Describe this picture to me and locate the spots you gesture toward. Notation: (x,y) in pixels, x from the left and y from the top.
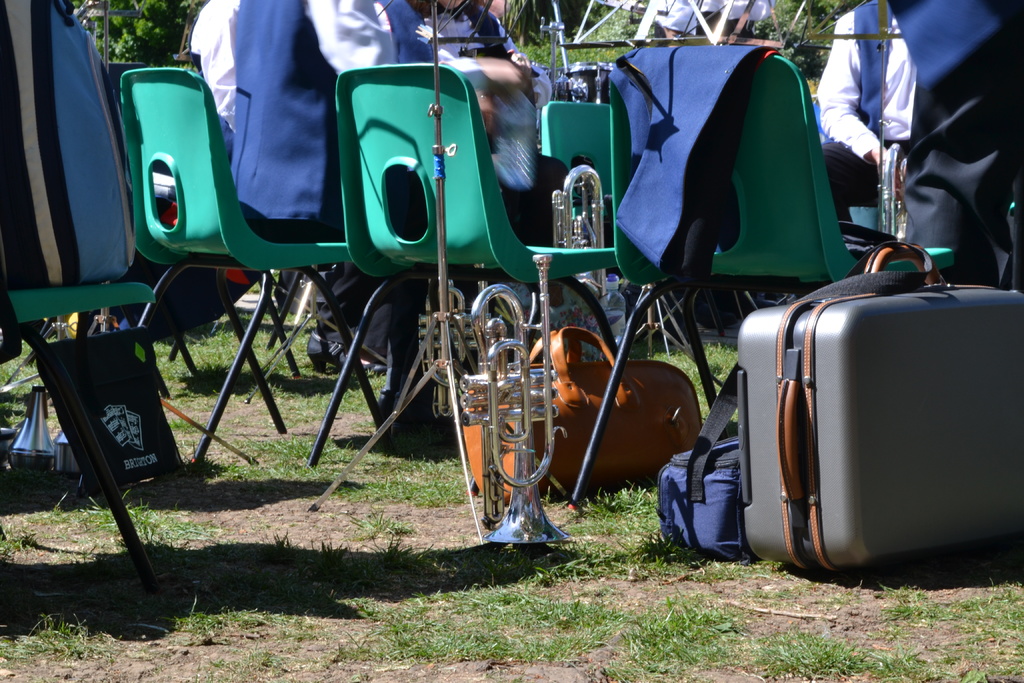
In this image, group of people (853,69) are sat on the chairs (218,206). On right side (841,300), we can see luggage (766,478), bags (615,439), musical instrument (522,473). At the bottom (575,612), we can see grass (562,621).
